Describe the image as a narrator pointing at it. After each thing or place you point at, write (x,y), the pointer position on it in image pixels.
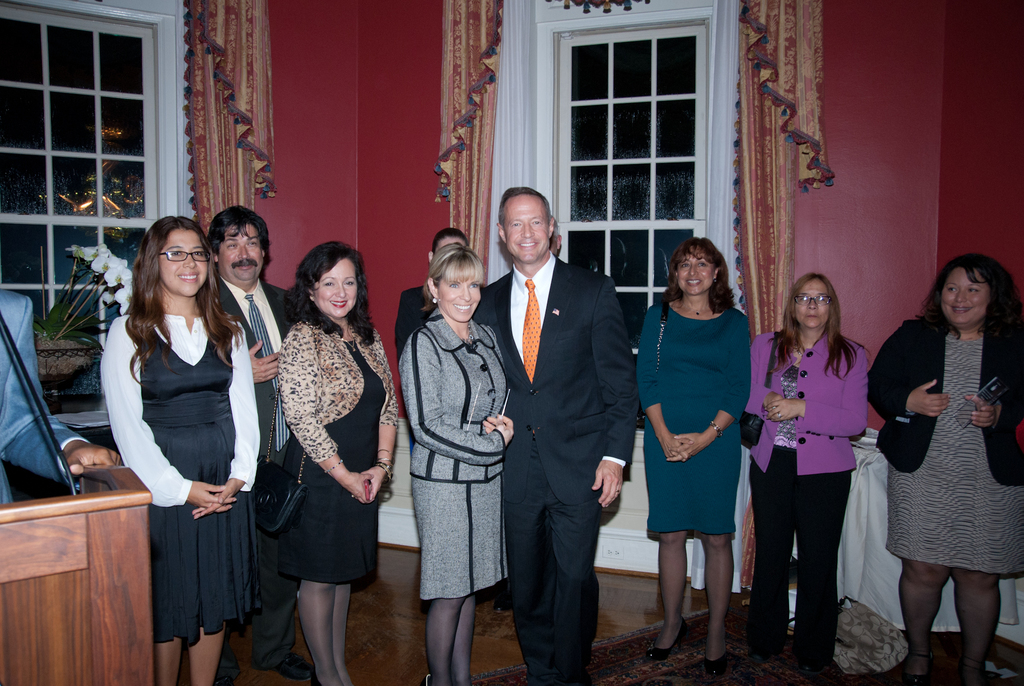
In this image I can see people (438,384) standing and smiling. 2 men (217,233) are wearing suit (562,272). There is another person (13,411) on the left (11,395). There are windows (681,55), curtains (821,40) and walls (973,15) at the back (959,137).
